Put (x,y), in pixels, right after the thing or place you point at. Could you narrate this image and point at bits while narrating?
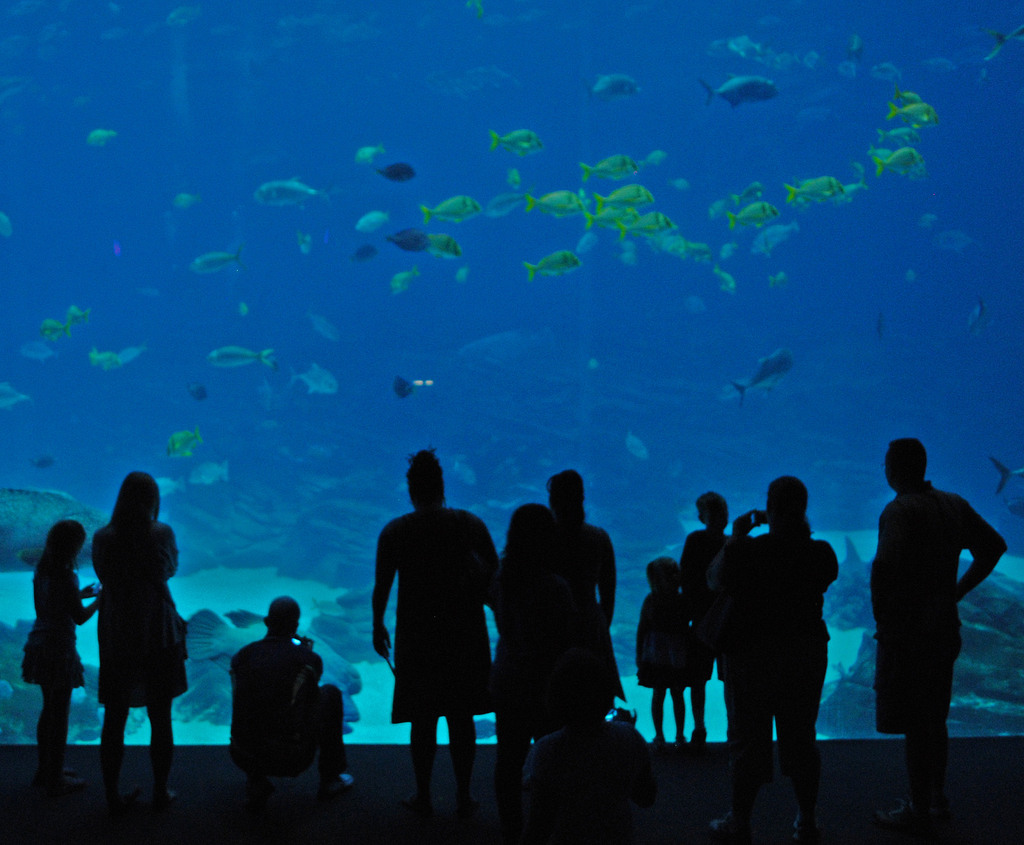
In this image there are a few people (443,658) standing, in front of the glass (337,378) through which we can see the fishes (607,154) and rocks (490,732) in the water (256,612).
